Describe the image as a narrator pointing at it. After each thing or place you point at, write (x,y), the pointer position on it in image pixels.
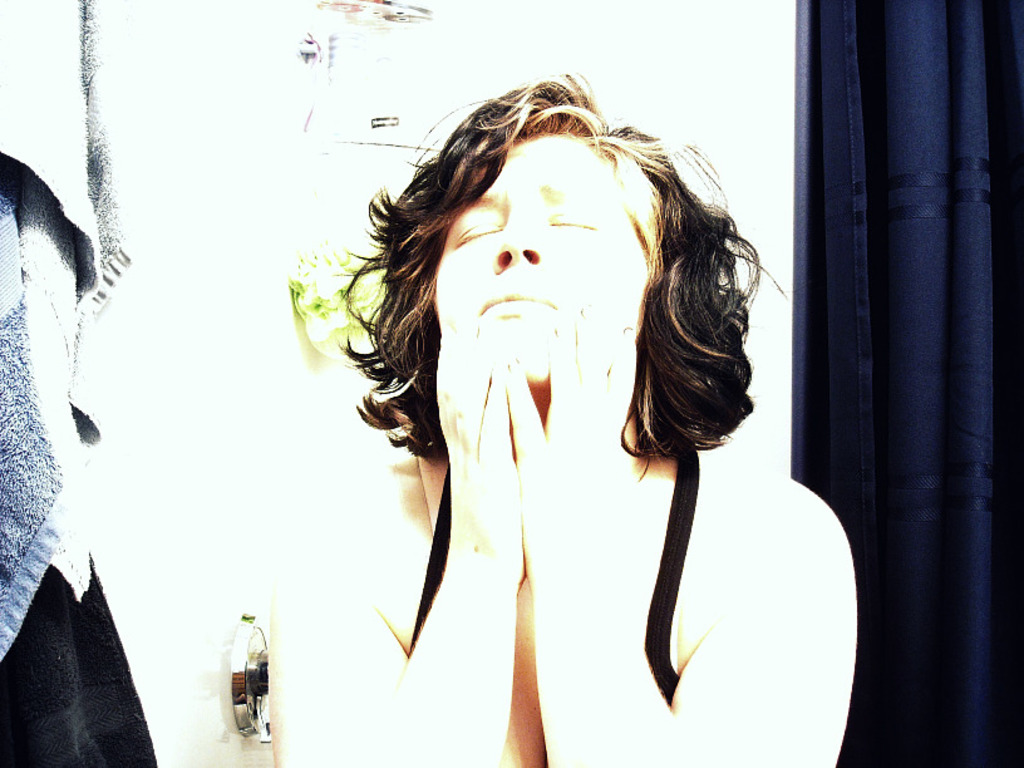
In this image in the front (566,511) there is a woman (566,511). In the background (921,365) there is a curtain (880,237) which is blue in colour. On the left side (74,257) there is a towel (12,425) and there is an object (32,685) which is black in colour.
